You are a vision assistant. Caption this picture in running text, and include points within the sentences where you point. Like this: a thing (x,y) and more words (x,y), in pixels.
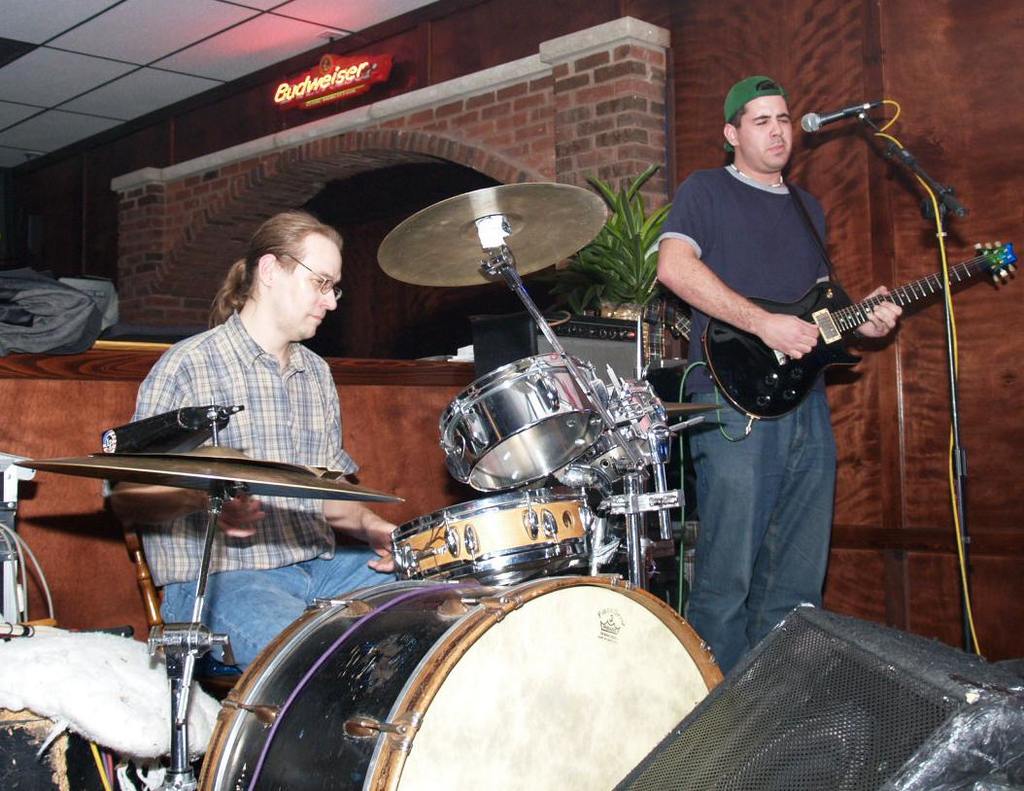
At the top (278,15) we can see the ceiling (54,12). In this picture we can see a board (309,89) on the wall (837,40). We can see an arch (643,141), house plant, microphone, stand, musical instruments (656,436) and objects (1009,749). We can see a man (327,281) wearing spectacles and sitting on a chair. On the right side of the picture (733,510) we can see a man (799,502) wearing a cap (763,95) and he is playing a guitar (777,367).
